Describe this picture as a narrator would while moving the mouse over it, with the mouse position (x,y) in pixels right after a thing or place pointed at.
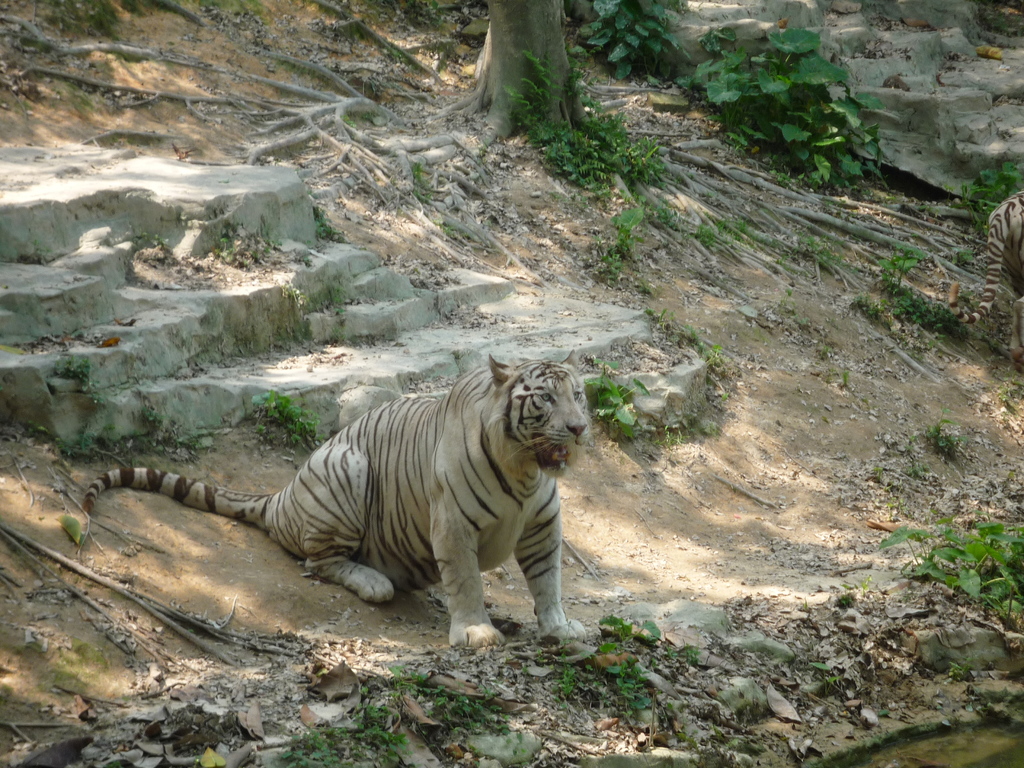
There is a tiger (389,409), stairs (224,424), a tree trunk (551,47) and plants (821,138).
